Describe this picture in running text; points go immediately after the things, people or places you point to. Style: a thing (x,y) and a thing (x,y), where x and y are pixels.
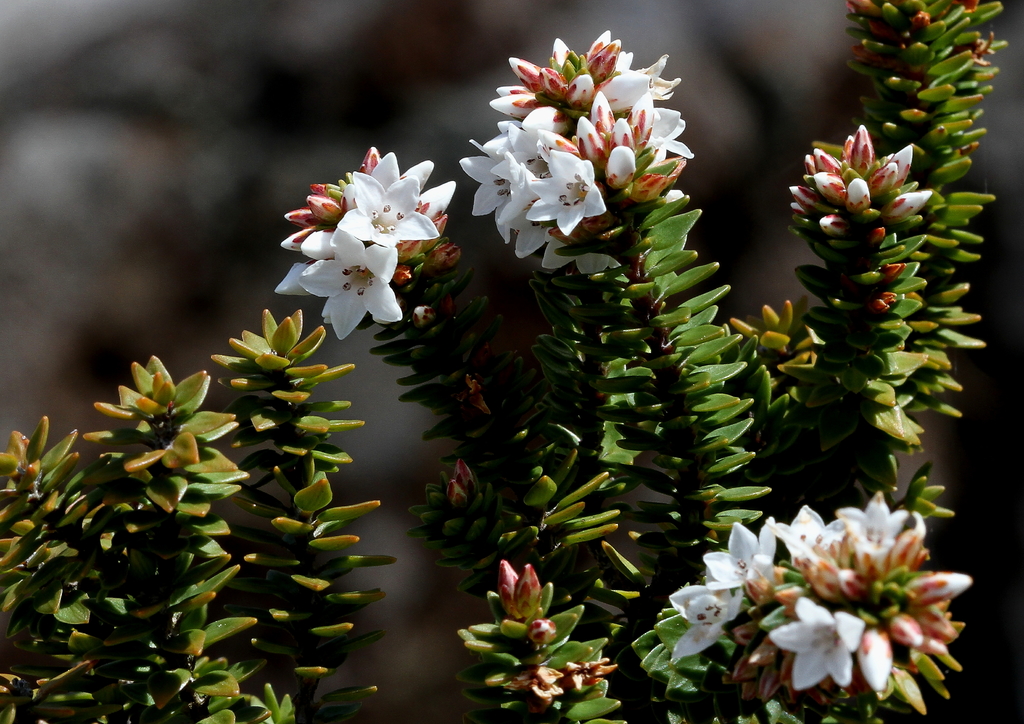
In this image we can able to see a plant (656,428) with white flowers (823,570) on it.
